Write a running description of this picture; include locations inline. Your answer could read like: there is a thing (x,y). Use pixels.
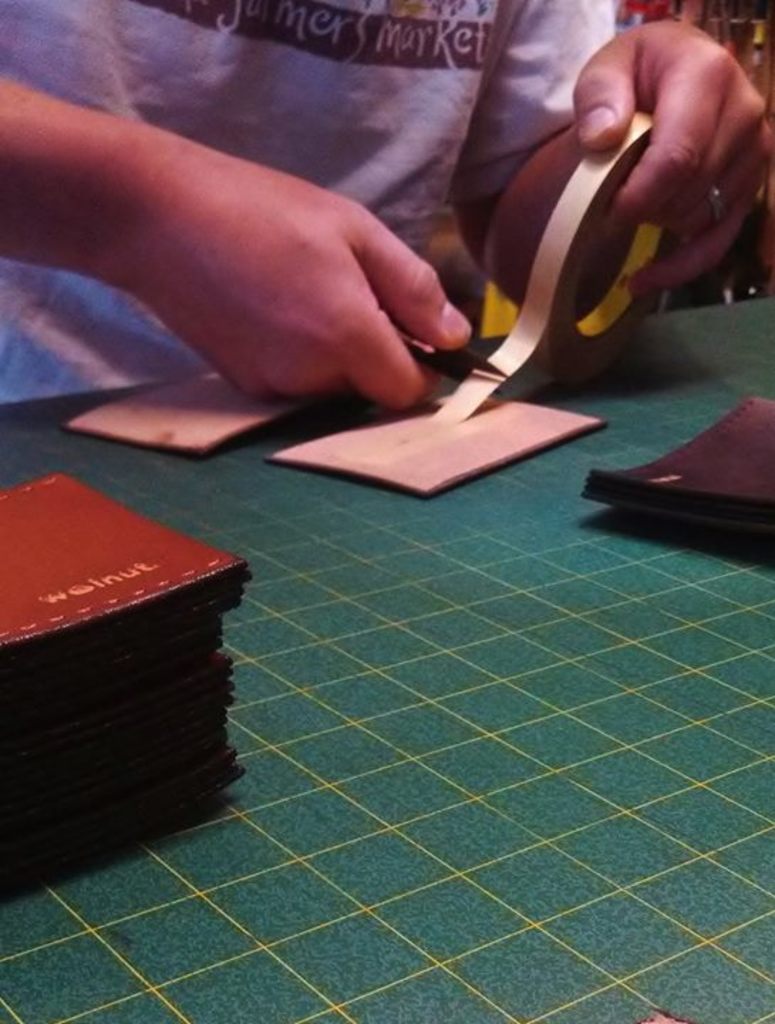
In this image in the center (379,484) there are objects (137,617) which are pink and red in colour on the table (477,711). In the background (453,158) there is a person (352,87) holding knife (471,345) and an object (454,401) which is cream in colour.
